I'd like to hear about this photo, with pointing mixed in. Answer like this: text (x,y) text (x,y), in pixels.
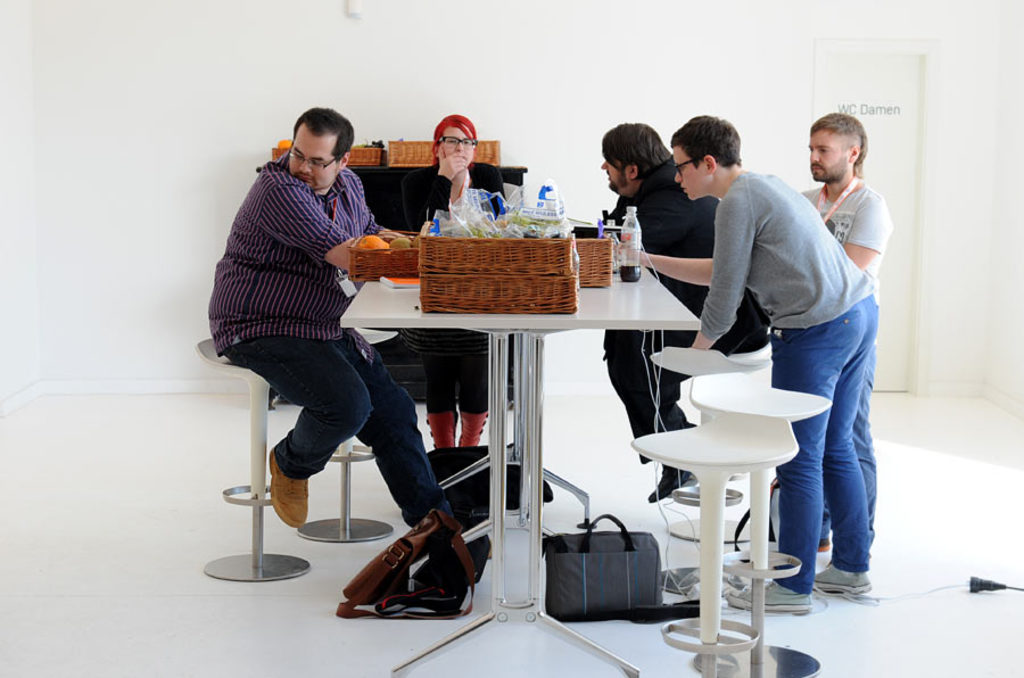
These three people (661,169) sitting on chairs (760,352) and these two people (782,319) standing. We can see bottle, baskets (591,259), covers (439,232), fruits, book (408,286) and objects (574,289) on the table (580,324). We can see chairs (737,471) and bags (425,532) on the floor (369,548). In the background (418,116) we can see baskets (400,149) on the table (402,168), white wall (610,73) and door (887,76).
